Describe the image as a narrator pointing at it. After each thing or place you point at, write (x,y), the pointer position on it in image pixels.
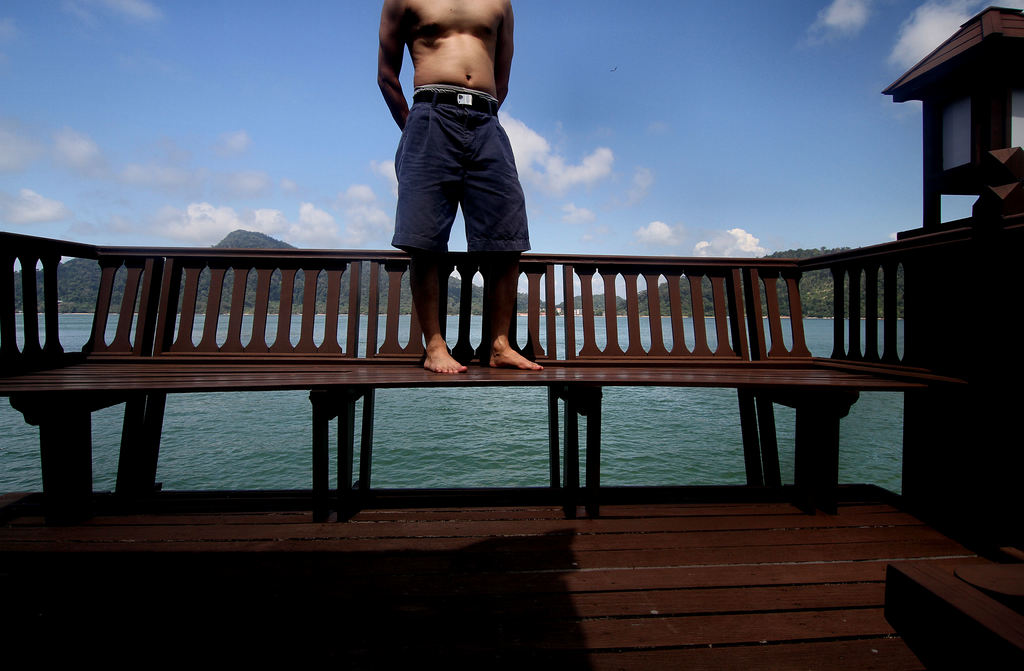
Here in this picture we can see a person (484,95) standing on a bench (242,359) present over there and behind him we can see water (455,337) present all over there and in the far we can see mountains (806,274) that are covered with grass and plants (806,274) present over there and we can see clouds (318,241) in the sky (322,155) over there.
